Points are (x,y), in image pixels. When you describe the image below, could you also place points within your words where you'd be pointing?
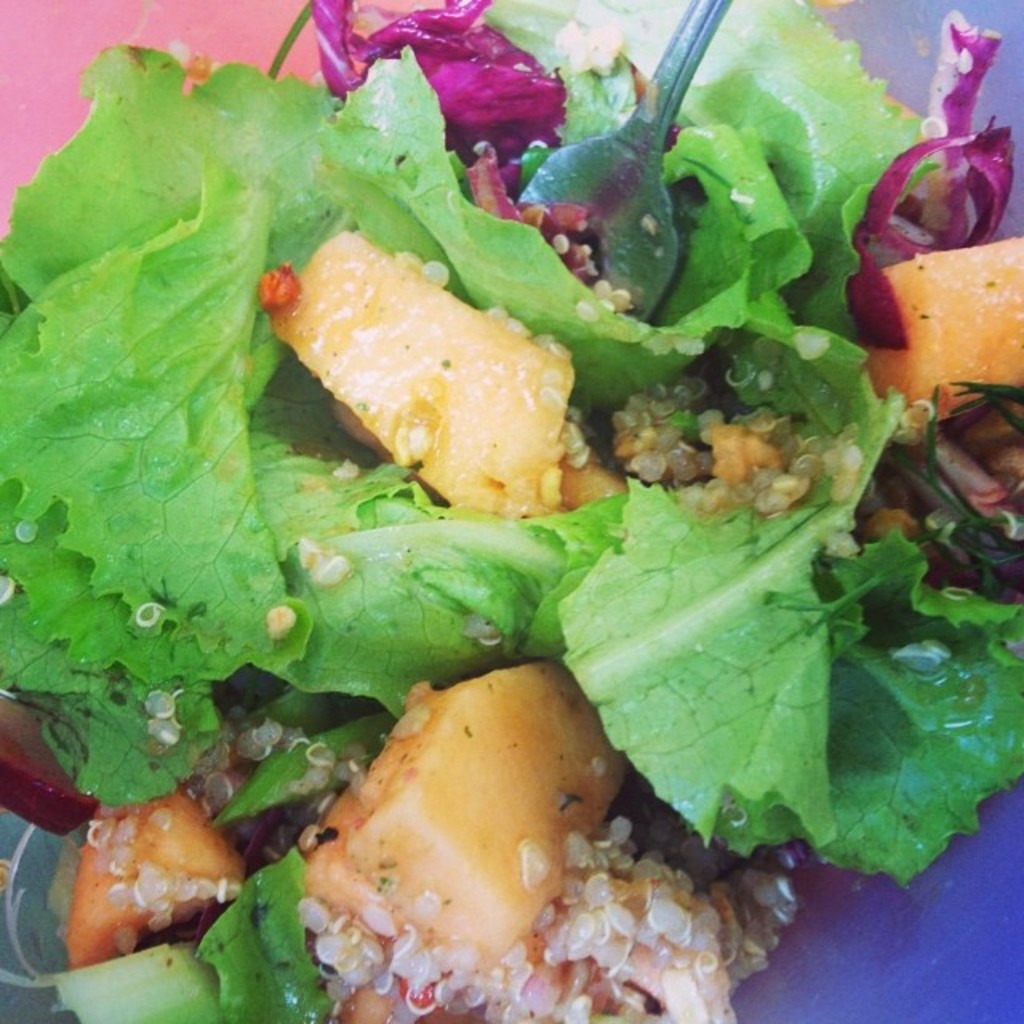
In this image we can see salad (742,264) and fork (667,114) in plate (776,992).
